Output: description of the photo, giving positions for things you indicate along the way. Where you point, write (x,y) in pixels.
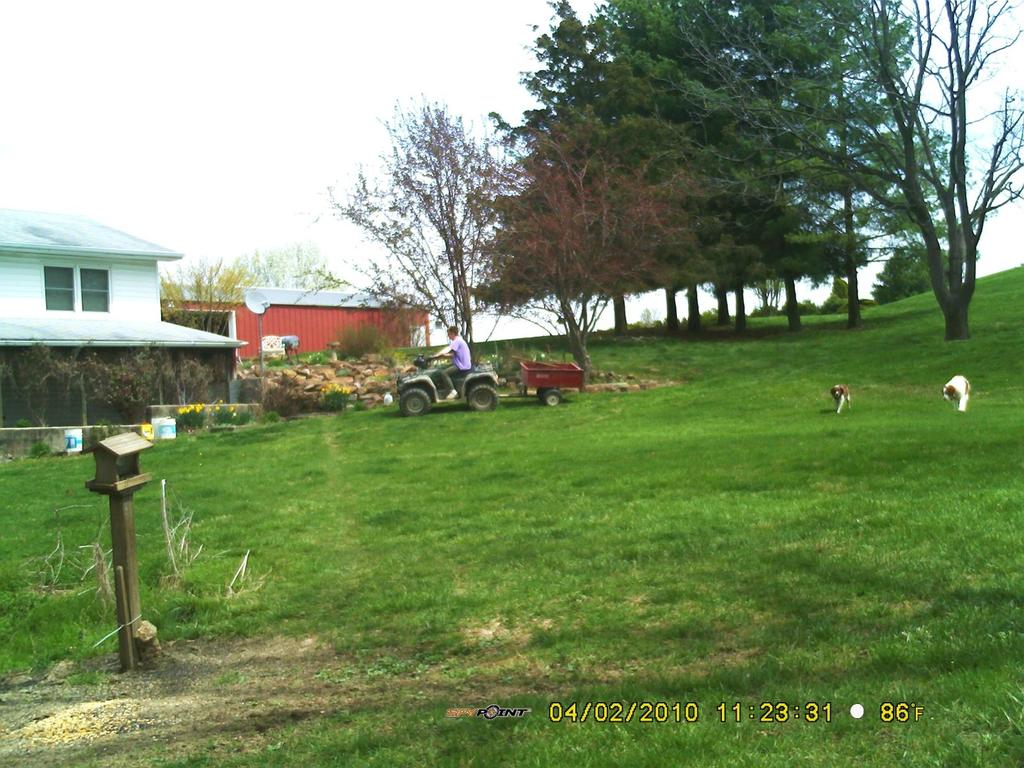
In this picture we can see a man (458,359) is seated on the vehicle (425,378), beside to him we can find dogs (960,410) on the grass (745,497), in the background (410,294) we can see few trees (736,222) and houses (315,306).
